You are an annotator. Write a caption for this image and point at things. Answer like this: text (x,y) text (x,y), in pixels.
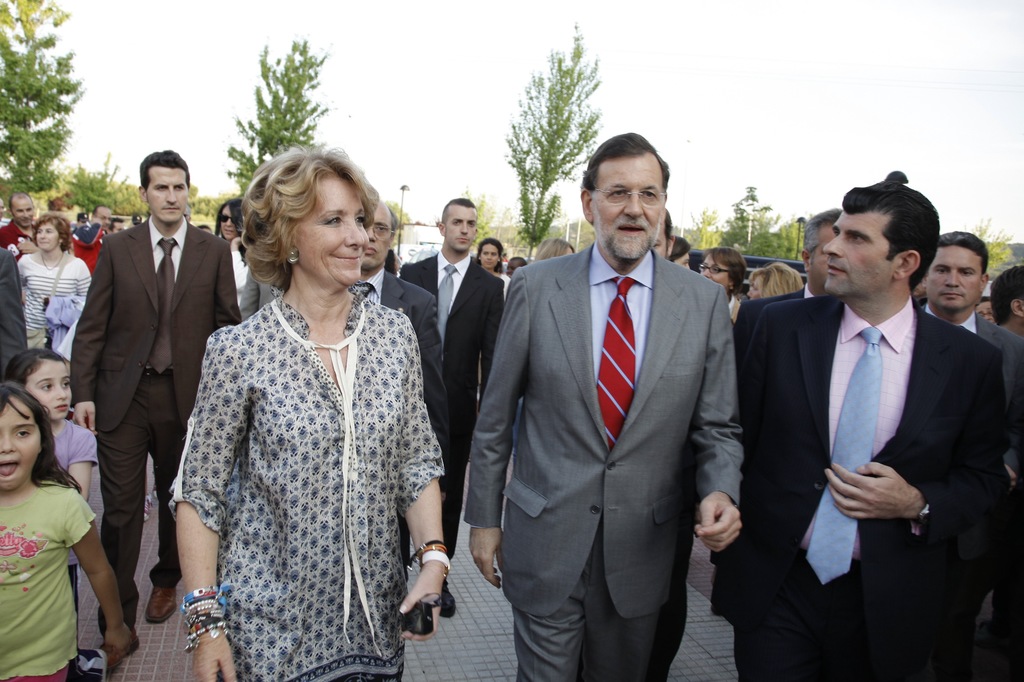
There are people (52,487) walking and this woman (370,436) holding glasses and smiling. In the background (368,234) we can see people (827,220), trees (278,83) and sky (442,69).
